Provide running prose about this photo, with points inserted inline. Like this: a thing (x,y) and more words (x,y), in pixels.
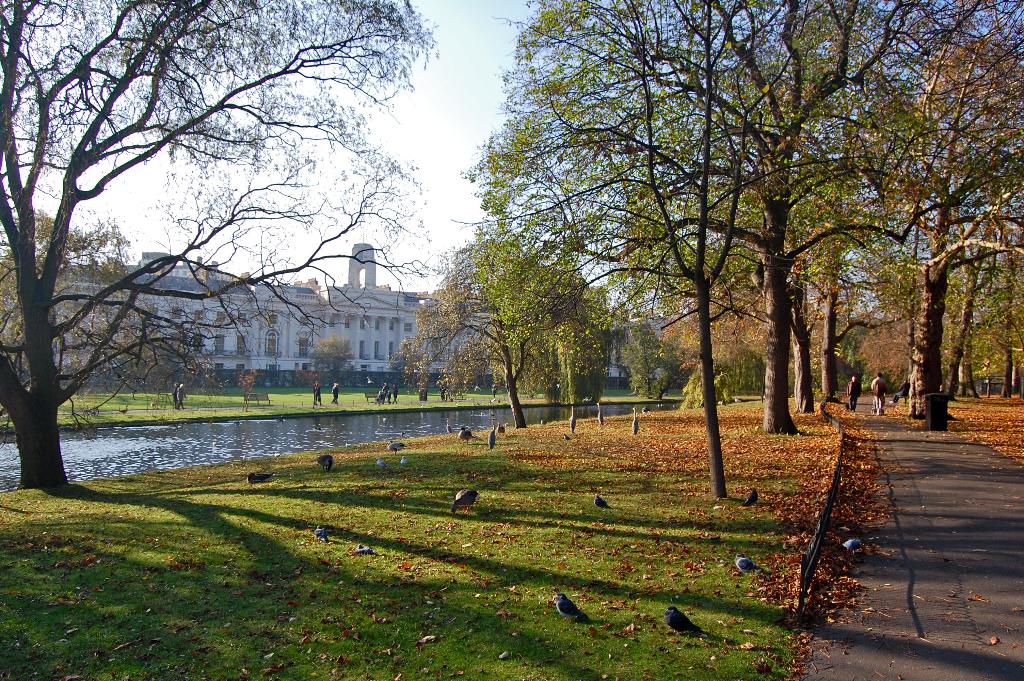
At the bottom of the image (572,606) there are birds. On the left (284,430) there is a canal (385,425) and trees (33,278). In the background (284,321) there is a building (408,298) and sky (429,131) and we can see people (853,392) walking.
